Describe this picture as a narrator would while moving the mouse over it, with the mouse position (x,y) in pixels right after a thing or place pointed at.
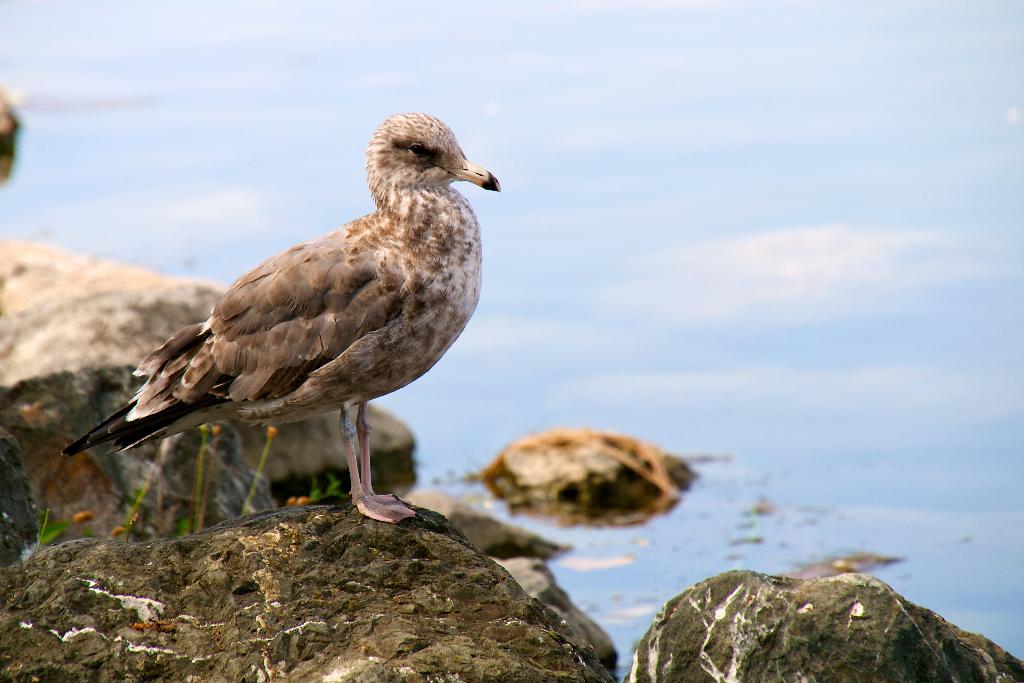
In the foreground of the picture (238,459) we can see rocks (175,499), plant (131,512) and a bird (412,199). In the background (714,132) there is a water body (696,327).
